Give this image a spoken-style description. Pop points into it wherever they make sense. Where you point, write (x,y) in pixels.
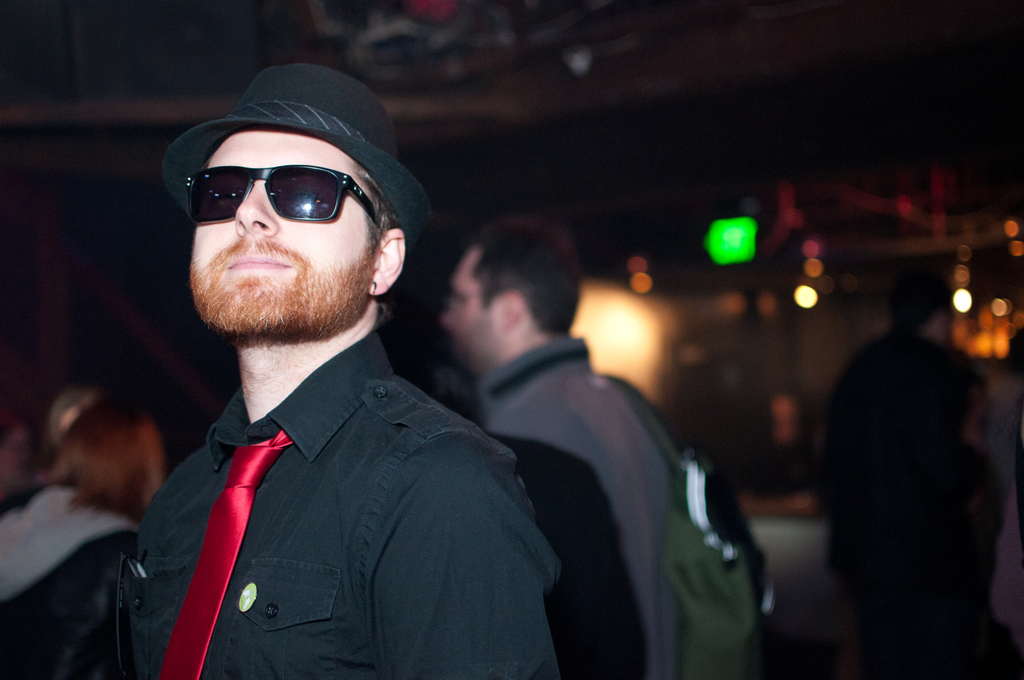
In this image we can see a man (418,391) wearing the glasses (341,189) and a hat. On the backside (478,335) we can see a group of people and some lights (612,316).
